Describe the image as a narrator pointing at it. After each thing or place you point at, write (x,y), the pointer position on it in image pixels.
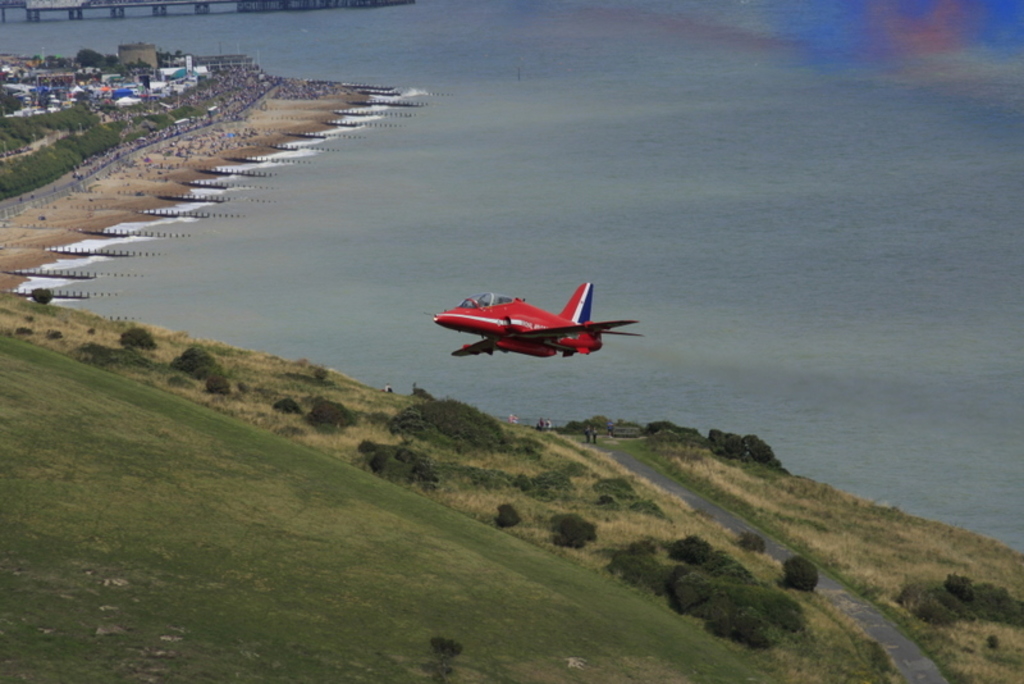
In the center of the image (533,344) we can see an airplane (495,342) flying in the sky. In the background (659,334), we can see a group of trees (764,601), building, water (83,41) and a bridge (58,6).
